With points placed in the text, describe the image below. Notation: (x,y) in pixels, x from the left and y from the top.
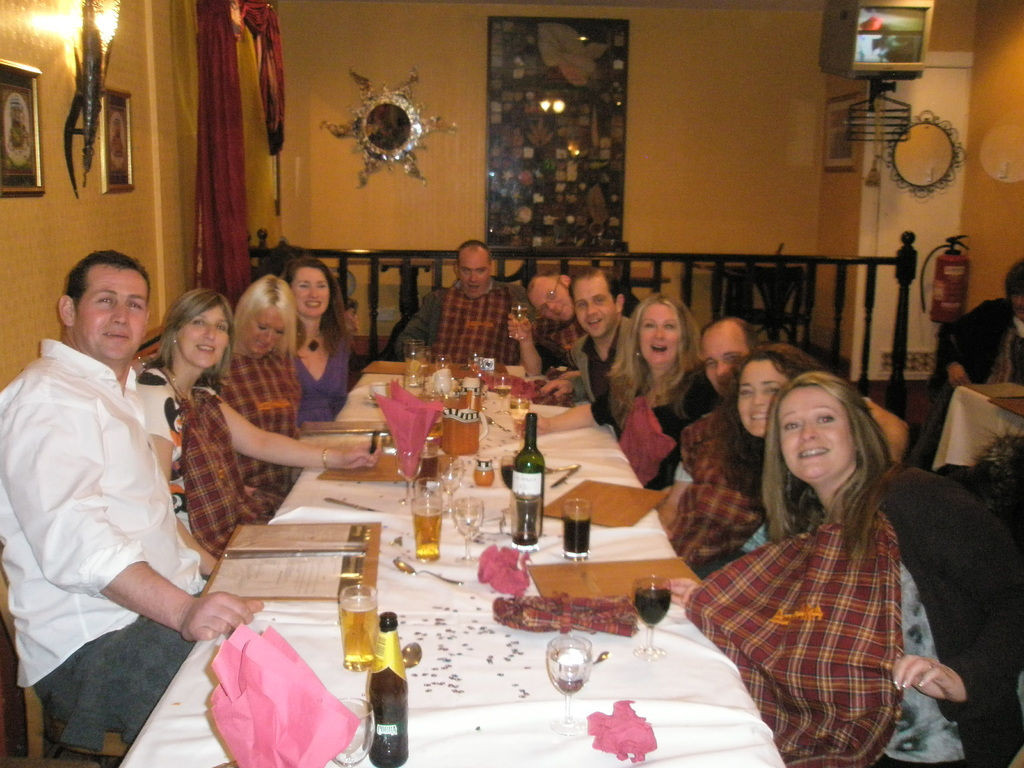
In this image I can see people (744,679) are sitting on the chairs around the table (427,703) which is covered with a white cloth (514,742). On the table (488,730) I can see few sheets (340,591), glasses (421,539) and wine bottles (529,477). Everyone are smiling and giving pose to the picture. In the background (291,157) there is a wall (633,98) and one frame (580,79) is attached to it. On the left side (271,64) there is a red color curtain (223,130). On the top of the image (878,30) there is a screen (877,47).
